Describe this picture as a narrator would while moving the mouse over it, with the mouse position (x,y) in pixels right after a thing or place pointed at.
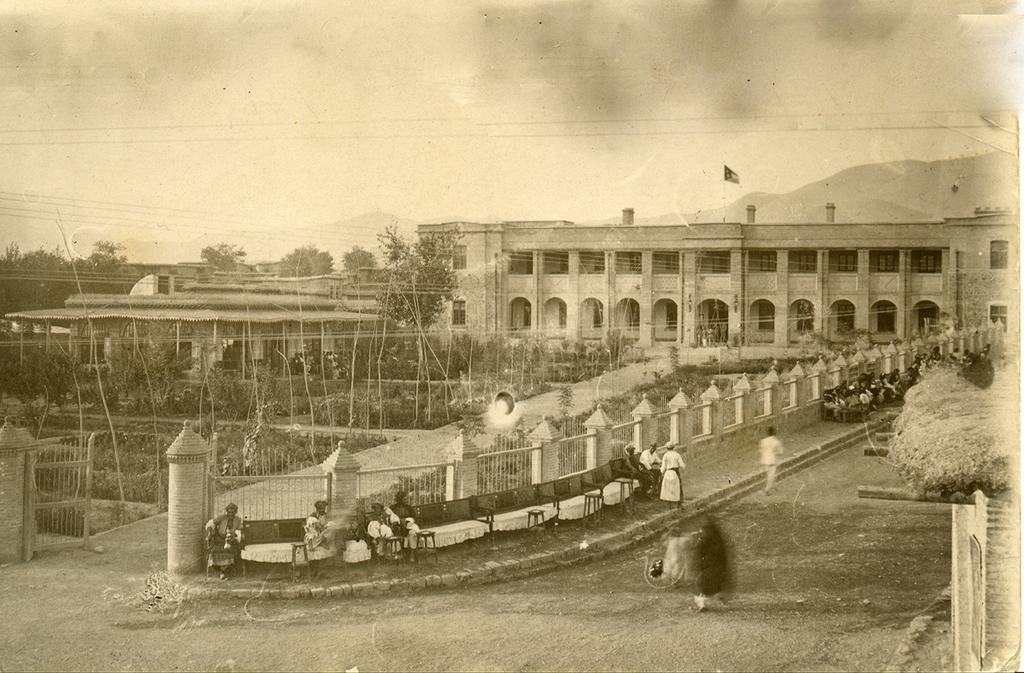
In this picture i think it is a black and white picture and we can see some building (645,291) and on building (719,233) flag (737,183) with the pole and in front of the building (701,227) there are so many trees (120,366) and a way (483,415) to that building (959,318) and here the gate (89,514) and aside to this wall fence (681,434) they are chairs (556,511) and people (640,487) are sitting and here it is a road (659,582) and above building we have sky (271,84).
